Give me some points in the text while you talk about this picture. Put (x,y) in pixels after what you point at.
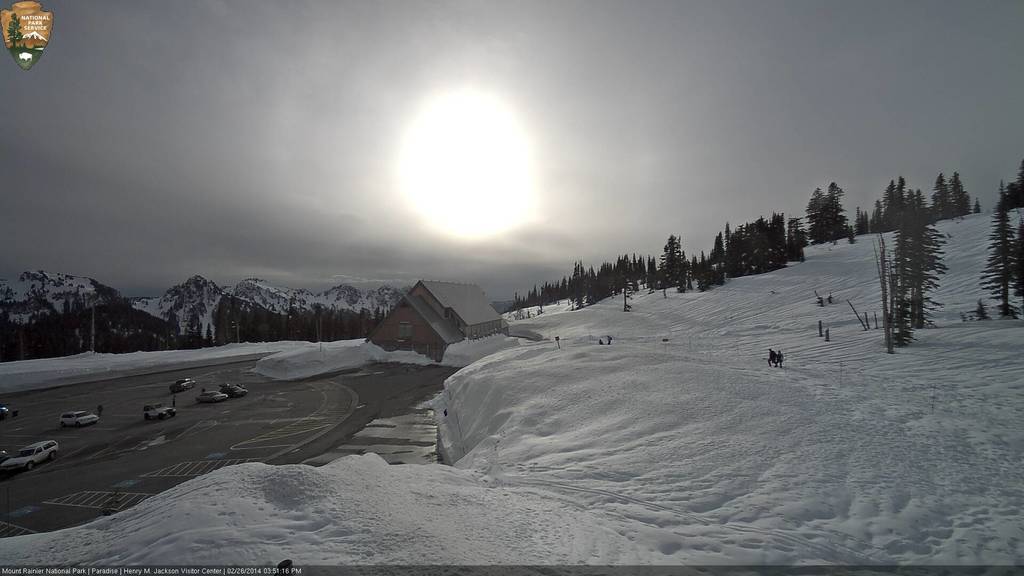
In the picture we can see a snow hill (626,386) which is covered with trees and few persons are walking on it and near to it, we can see a house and around it also we can see a snow (501,358) and near it, we can see a road surface (217,425) with some vehicles (9,461) and some people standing near to it, and in the background (191,323) we can see some mountains (29,308) with a snow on it and behind it we can see a sky (350,230) with a sun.
